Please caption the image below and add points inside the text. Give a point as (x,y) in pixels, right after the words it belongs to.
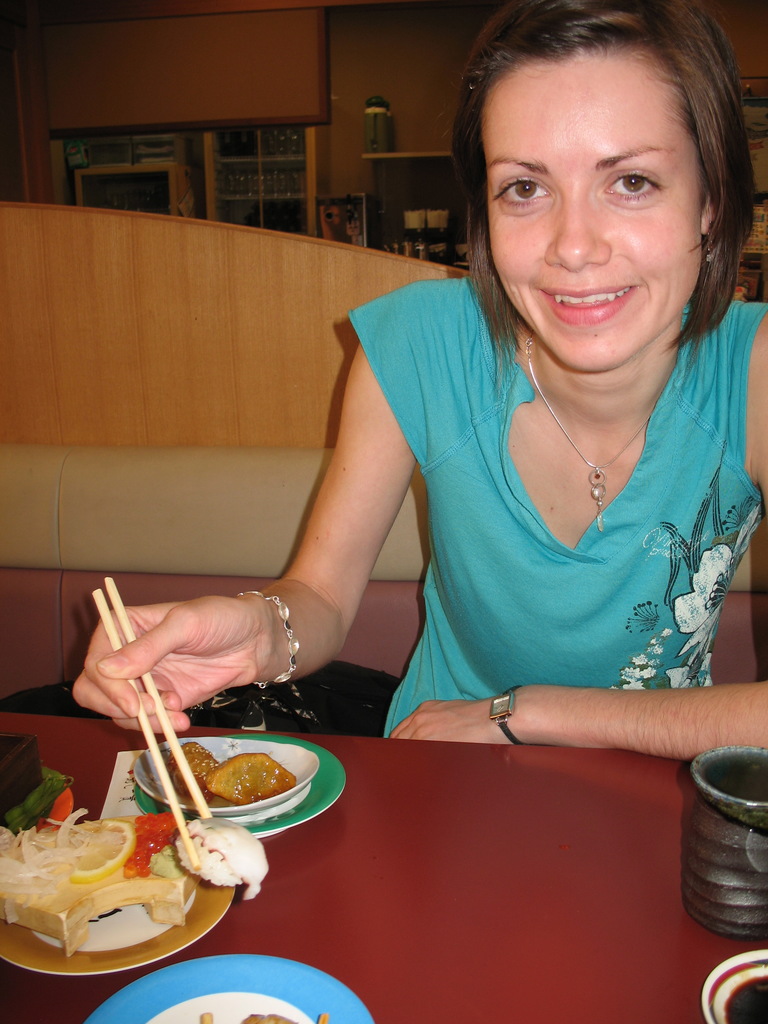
In this image, There is a table (560,902) which is of brown color and there are some plates (193,962) on the table (240,945) and there are some food items (222,837) on the table (434,880), There is a woman (541,710) sitting on the chair (369,636) and holding some sticks (156,739), In the background (200,392) there is a wall (196,378) of yellow color.
